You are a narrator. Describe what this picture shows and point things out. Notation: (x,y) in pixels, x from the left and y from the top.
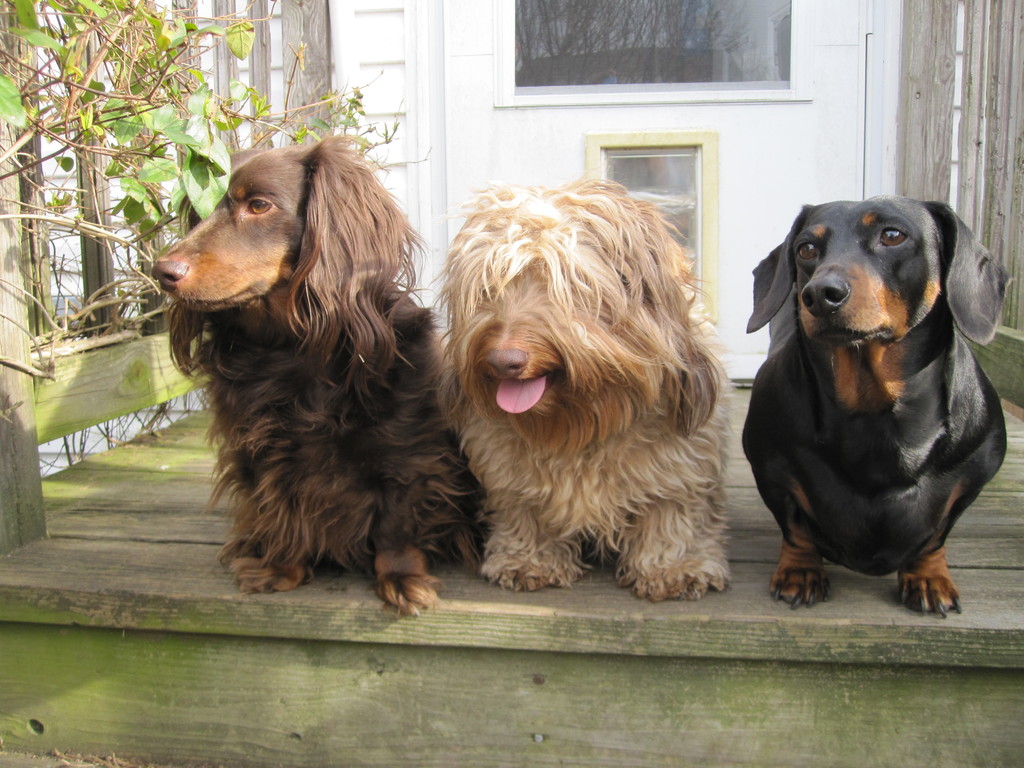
In this image we can see some dogs (403,606) on the wooden surface (771,628). On the left side of the image (40,130) we can see some plants (144,204). At the top of the image (659,97) we can see a door (722,137) with glass windows (542,65) and some wood pieces (18,134).
